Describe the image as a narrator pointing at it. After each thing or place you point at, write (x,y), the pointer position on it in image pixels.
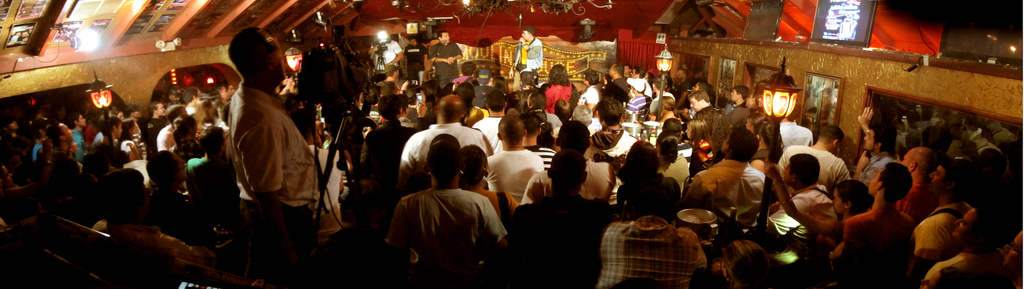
Here we can see a crowd (656,113). These are light poles (775,94). Beside this person (311,188) there is a camera (340,92) with stand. These are picture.
